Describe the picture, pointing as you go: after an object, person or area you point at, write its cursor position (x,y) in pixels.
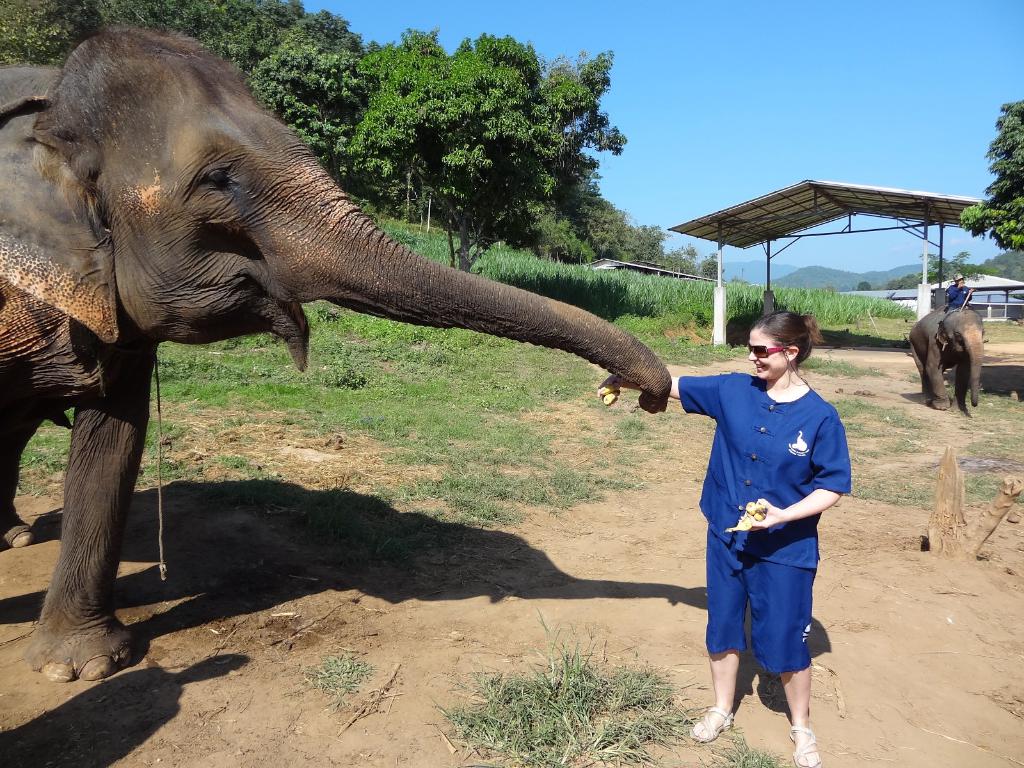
In this picture there is a woman (805,322) who is wearing spectacle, blue dress (751,535) and shoe (820,756). She is holding some fruit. On the left (6,235) there is an elephant (258,222). On the right (959,279) there is a man (956,298) who is sitting on the elephant (939,348). Behind him there is a shed (940,252). In the background (890,326) i can see the mountain (747,264), trees (616,255), plants (568,290), grass (700,311) and shed (997,314). At the top (891,15) there is a sky (602,32).
